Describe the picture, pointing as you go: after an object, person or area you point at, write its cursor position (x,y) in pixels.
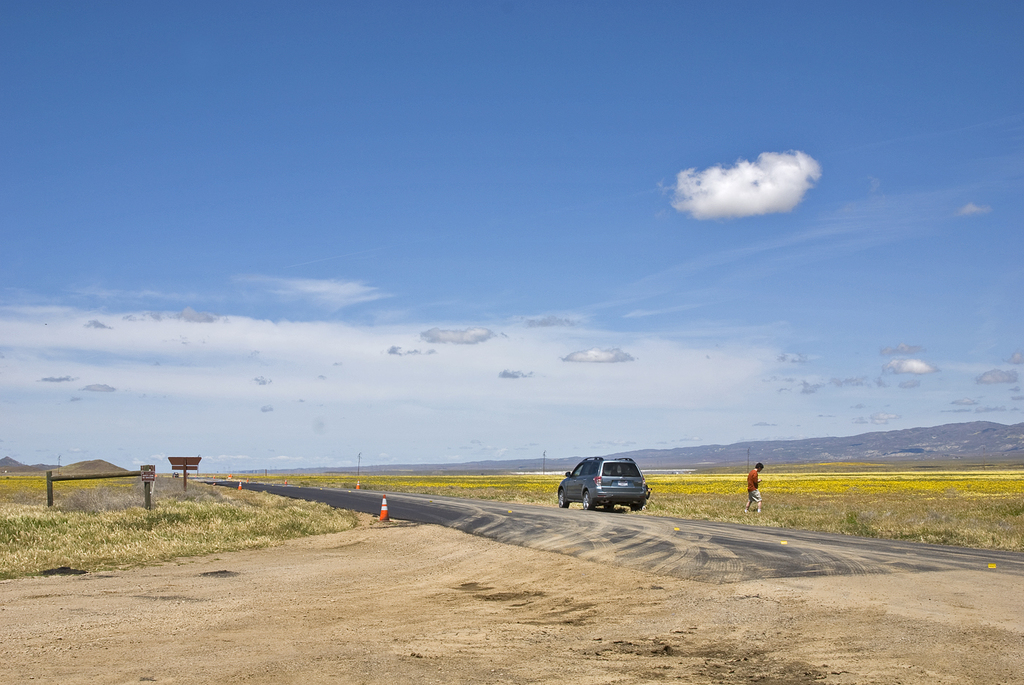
In this picture we can see the road (435,519), vehicle (588,494), traffic cones (385,511), grass (259,513), mountains (278,470), poles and a person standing and some objects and in the background (608,193) we can see the sky (536,259) with clouds (346,295).
